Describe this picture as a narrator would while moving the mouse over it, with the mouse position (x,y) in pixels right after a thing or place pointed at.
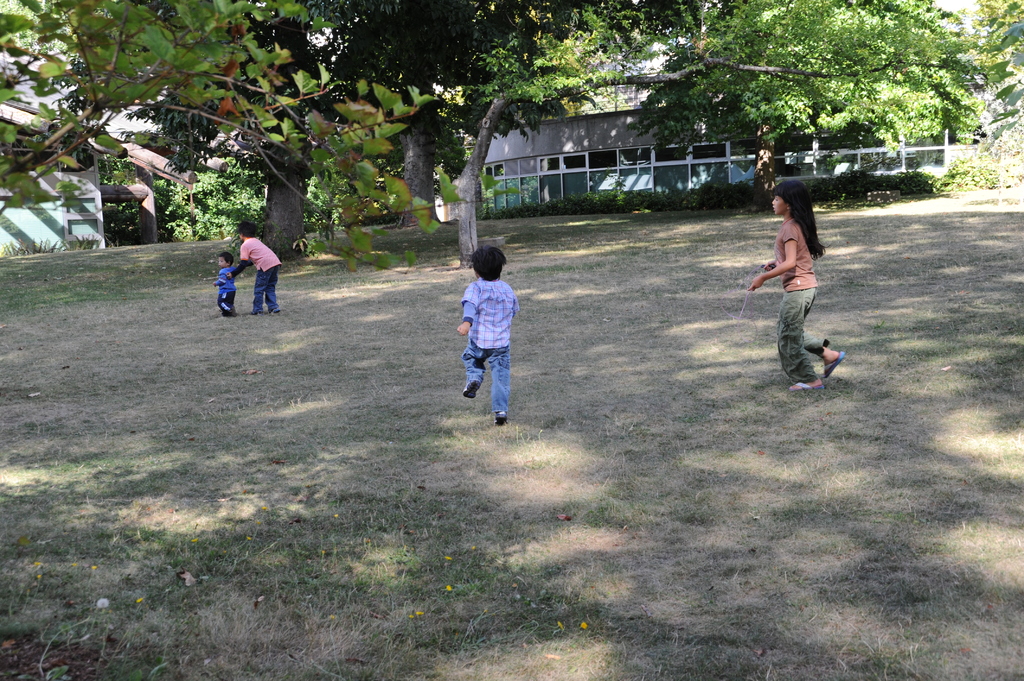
In the center of the image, we can see kids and in the background (709,92), there are buildings (510,144), trees (277,119). At the bottom (399,549), there is ground (600,540).
